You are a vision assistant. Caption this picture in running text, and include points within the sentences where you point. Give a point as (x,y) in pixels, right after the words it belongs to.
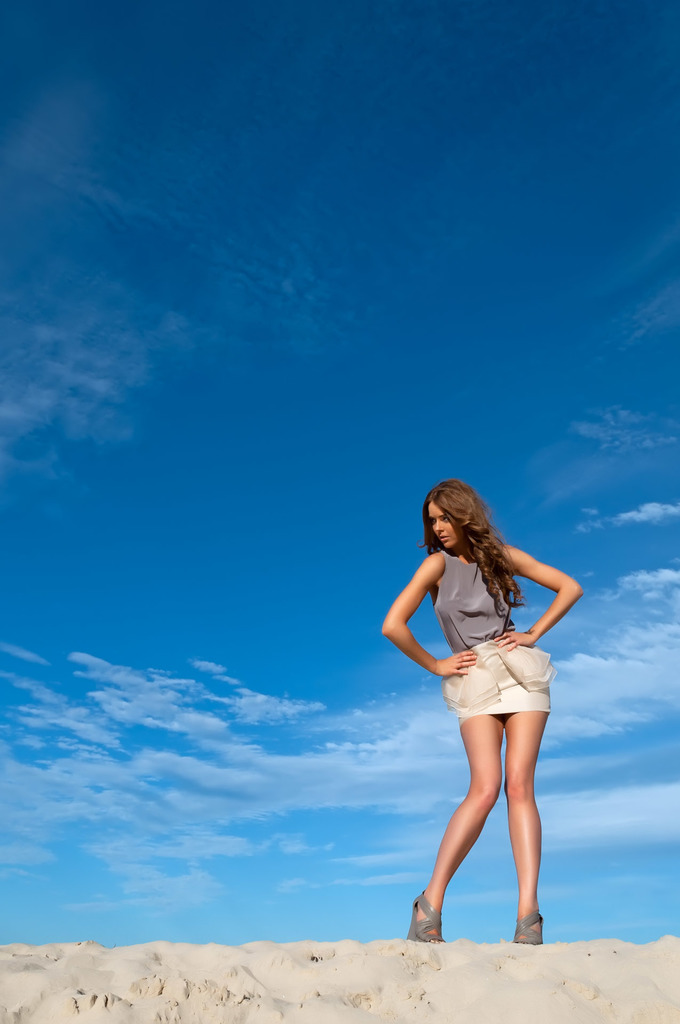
In this image we can see a woman (481,559) with long hair (498,559) wearing a dress (485,693) is standing on the ground (367,985). In the background (265,886), we can see the cloudy sky (336,875).
